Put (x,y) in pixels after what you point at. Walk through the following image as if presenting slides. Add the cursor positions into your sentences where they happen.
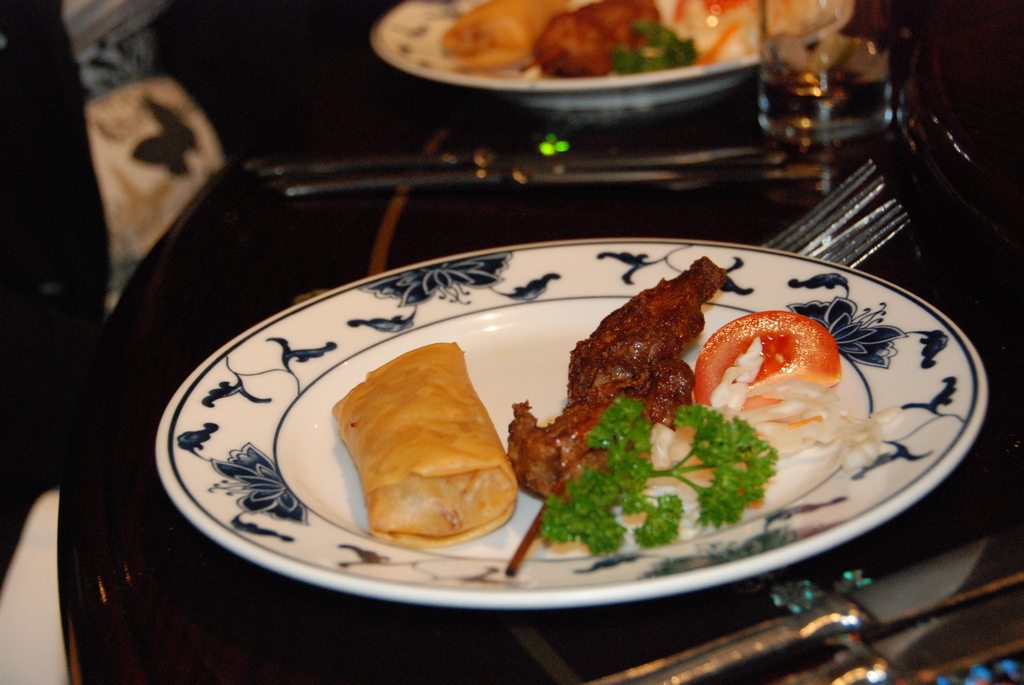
In this image there is a table (384,79), on the table (567,112) there are plates (554,88). In the plates (486,361) there is food (648,327) and also we would see a glass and fork (842,235) and knife (975,613), and on the left side of the image (108,154) there are objects (115,128).
